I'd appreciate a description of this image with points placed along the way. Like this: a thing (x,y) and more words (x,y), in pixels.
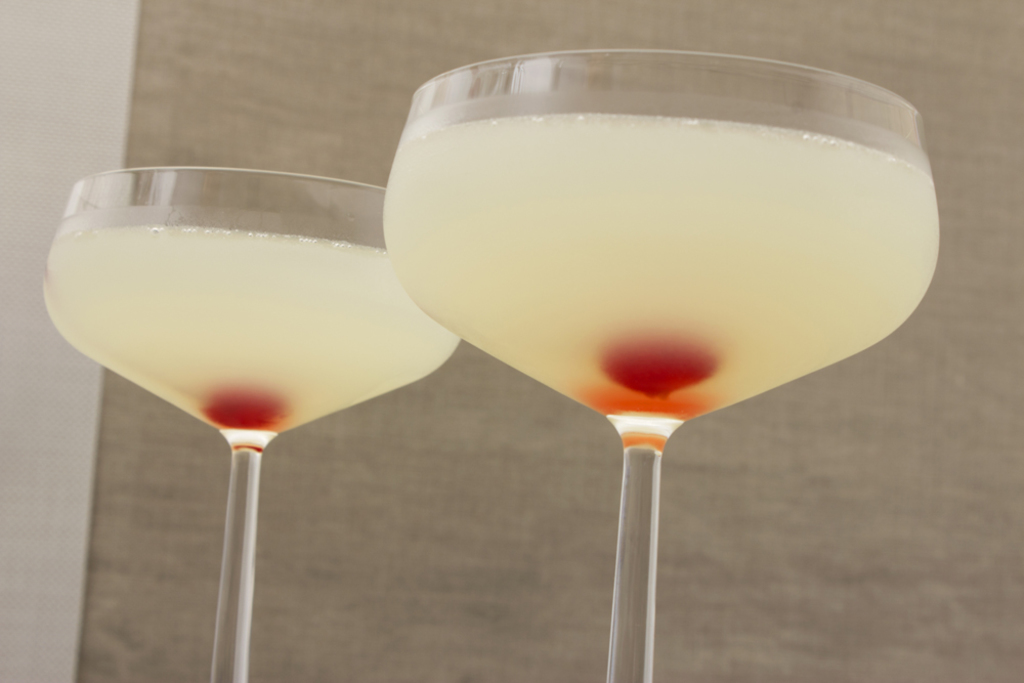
There are two glasses (445,265) with white color liquid (416,255) and some red color thing (674,356) inside. In the background (594,476) there is a wall (766,513).
